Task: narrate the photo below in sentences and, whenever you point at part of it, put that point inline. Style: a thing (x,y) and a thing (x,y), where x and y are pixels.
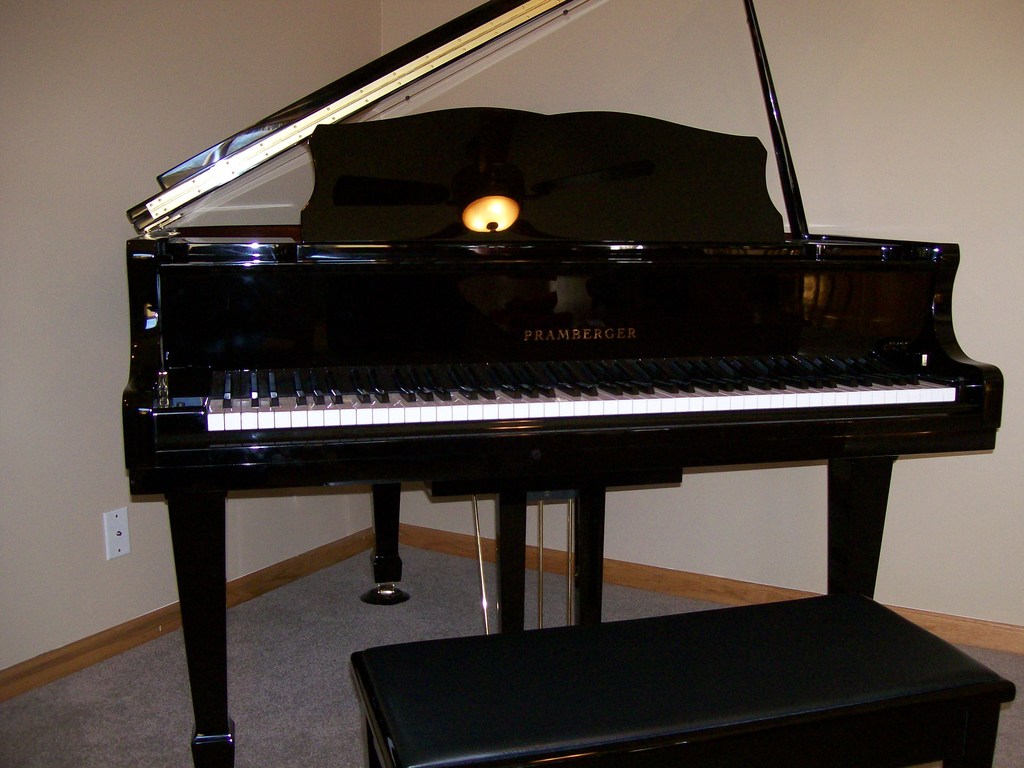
Here we can see a piano (564,323) on the floor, and in front (533,695) here is the bench (526,654), and at back (171,56) here is the wall (112,104).
